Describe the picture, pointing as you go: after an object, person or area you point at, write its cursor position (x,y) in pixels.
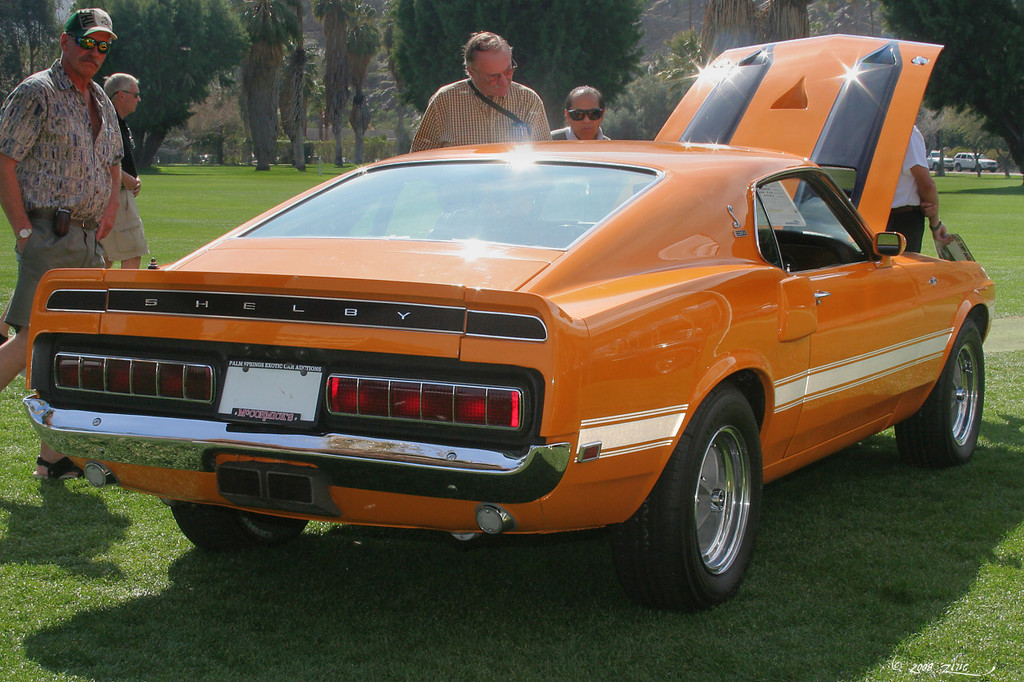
In this image we can see there is a car (569,309) parked on the surface (776,572) of the grass (797,572). In front of the car (428,217) there are few persons (461,109) standing. In the background (375,52) there are trees (941,21).
